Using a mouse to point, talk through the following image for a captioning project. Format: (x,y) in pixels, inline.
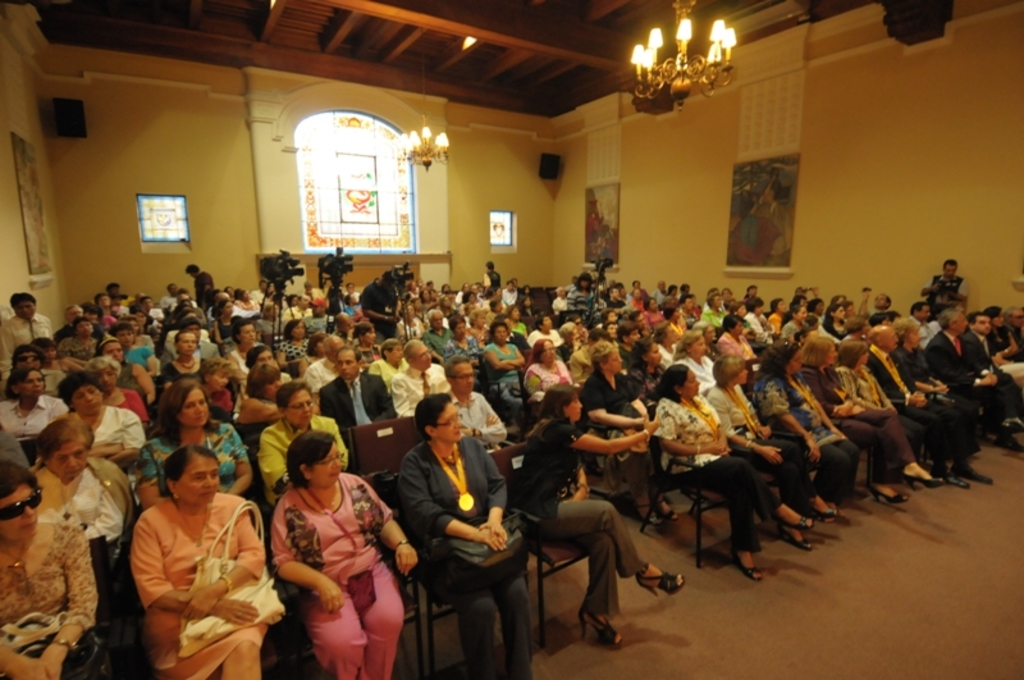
At the bottom of this image (654,473), there are persons (224,307) in different color dresses (50,557), sitting on chairs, which are arranged on the floor (967,546) of a building (985,526), there are cameras (609,259) arranged and there are some persons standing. Above them, there are lights (430,147) attached to the roof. In the background (743,181), there are photo frames (761,208) and speakers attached to the wall (44,196) and there are windows (491,217) having paintings (354,186).
